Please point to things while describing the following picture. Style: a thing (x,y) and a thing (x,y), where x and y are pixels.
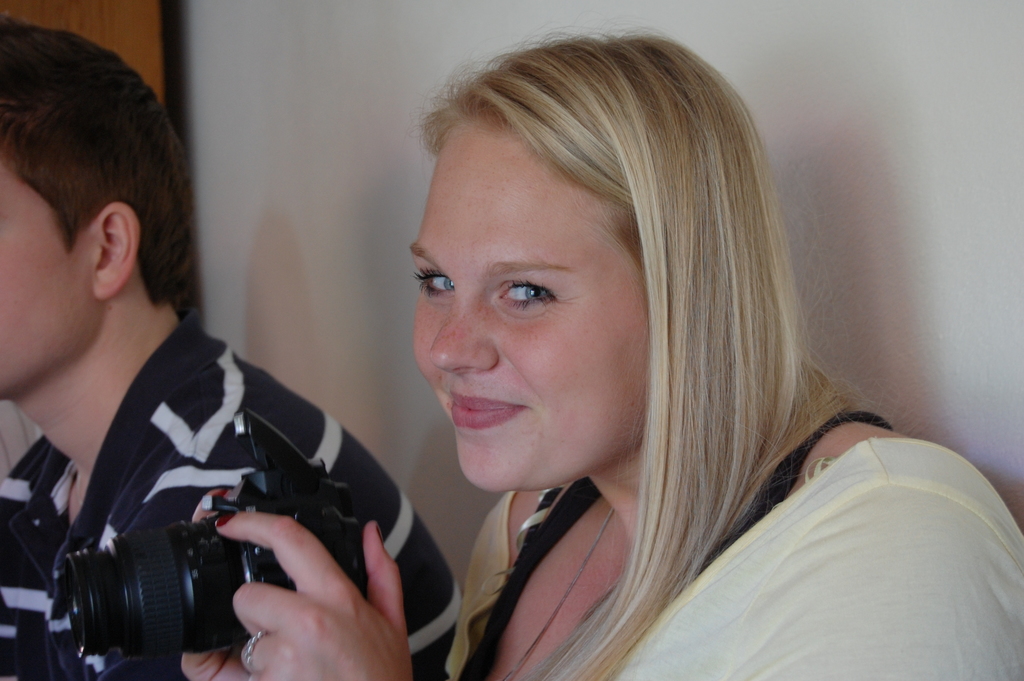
In this image on the right side (735,551) there is one woman (582,571) who is holding a camera (198,575) and she is smiling, beside her there is one man (46,408) and on the background (784,48) there is a wall (805,80).
